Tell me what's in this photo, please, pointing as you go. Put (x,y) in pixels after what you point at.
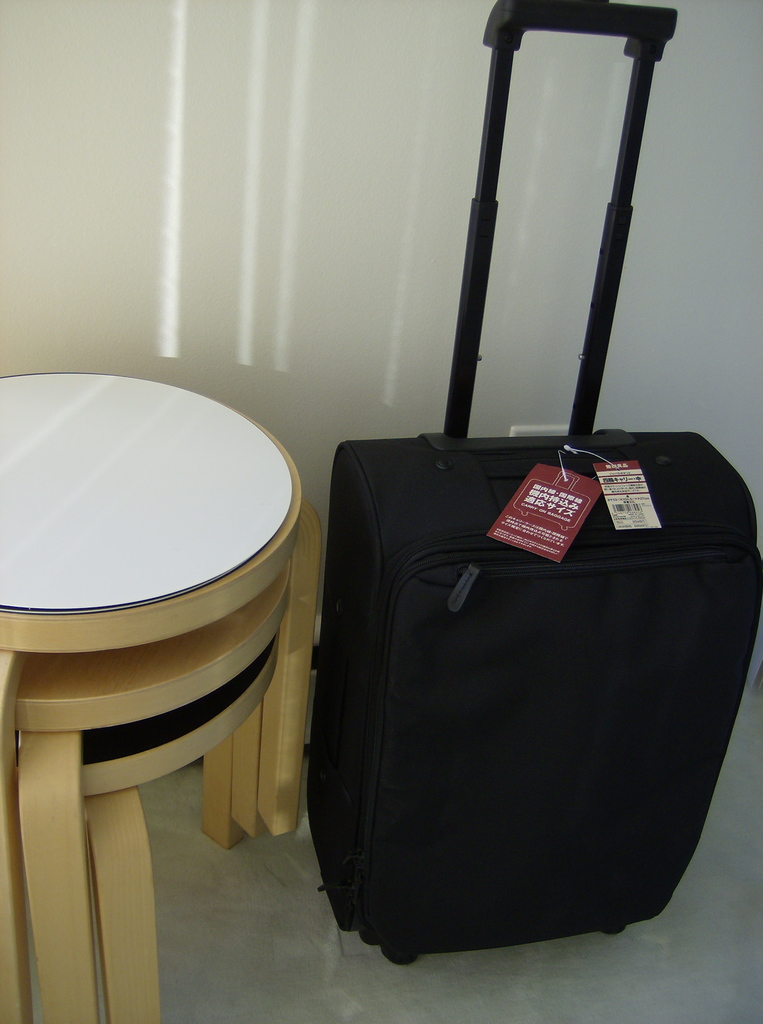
There is a black suitcase (464,566) and labels (546,534) are on top of it. There is a brown color stool (258,646) beside it.
